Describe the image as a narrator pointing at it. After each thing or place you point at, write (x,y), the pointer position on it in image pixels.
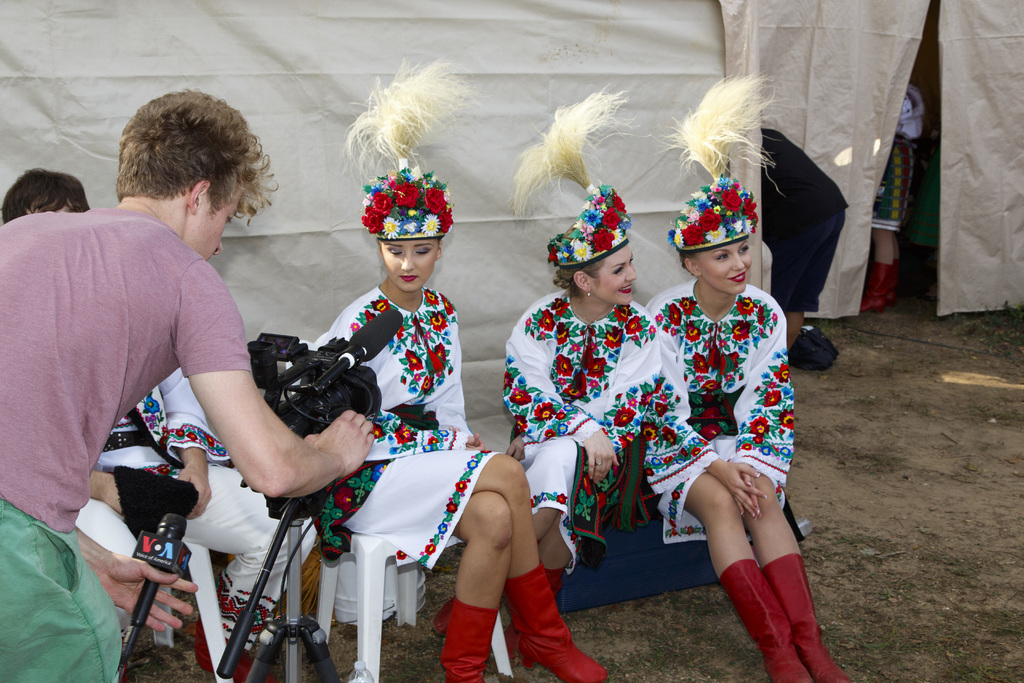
In the image we can see there are four people (453,334) sitting and they are wearing the same costume (529,330), and one is standing, they are wearing boots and crowns (704,200). It looks like a tent (557,60) and the grass (998,327). There are even other people (794,203) wearing clothes (838,227).
